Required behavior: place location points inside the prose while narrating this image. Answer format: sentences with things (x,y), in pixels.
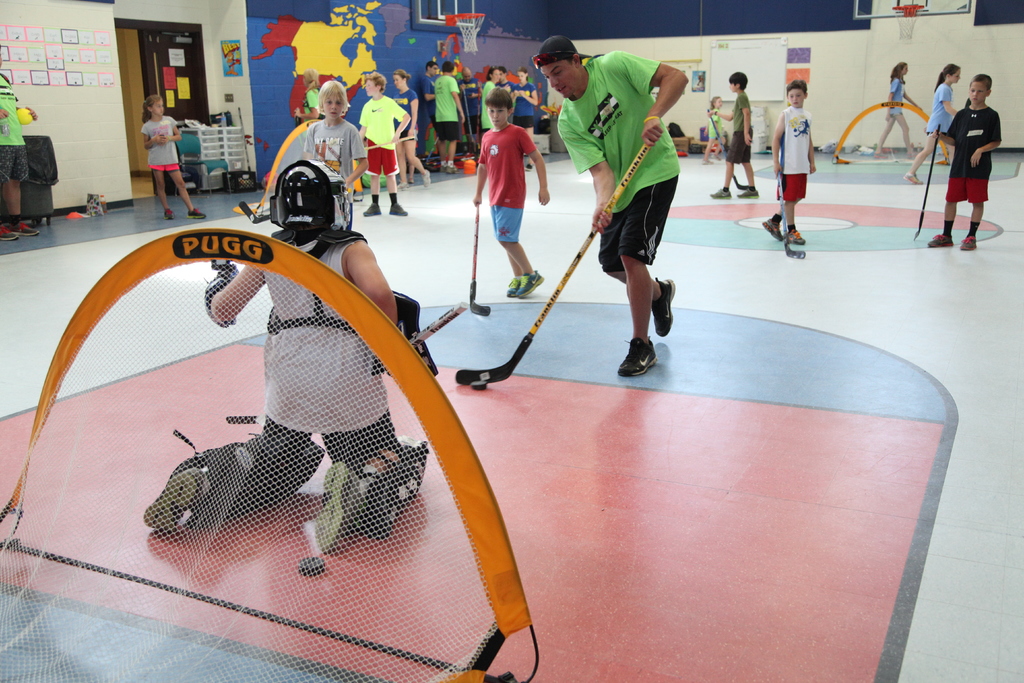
In this image, we can see some persons (571,102) and kids (512,179) wearing clothes (335,146). There are some kids (796,134) playing hockey. There is a goal post (257,474) in the bottom left of the image (284,536). There is a basketball goal post (448,14) at the top (440,1) and in the top right of the image (910,32). There is a person (641,130) in the middle of the image (644,281) holding a hockey stick (616,196) with his hands (599,207).
